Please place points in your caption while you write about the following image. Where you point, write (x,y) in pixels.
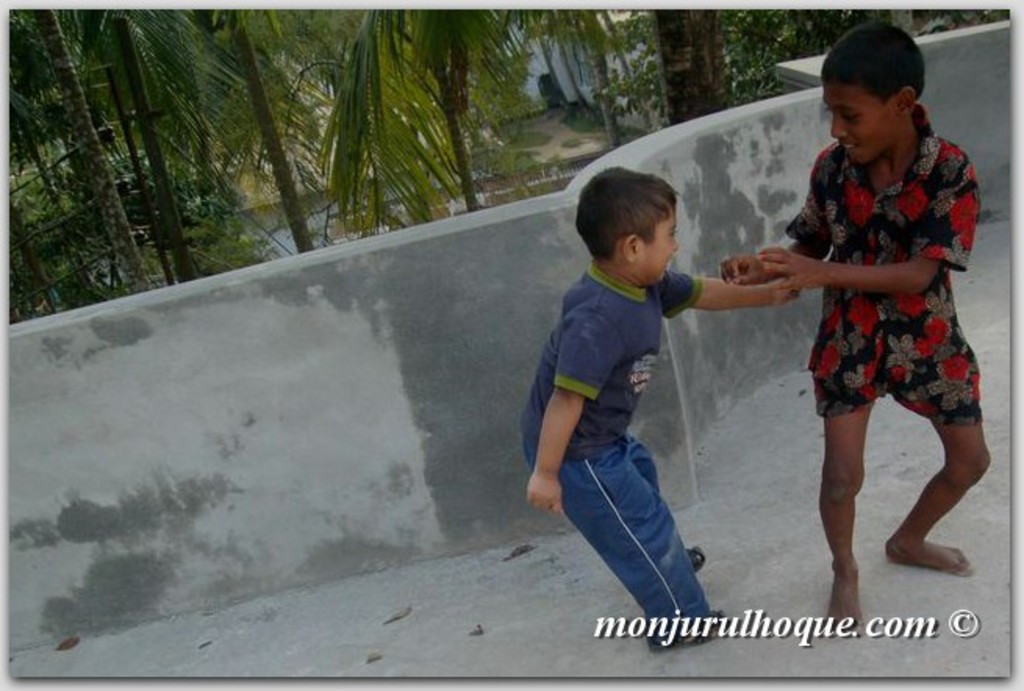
In this image we can see two boys (630,268) are playing, there are trees (475,70), a house (568,82), also we can see the wall (692,357), and some text (786,632) on the image.
